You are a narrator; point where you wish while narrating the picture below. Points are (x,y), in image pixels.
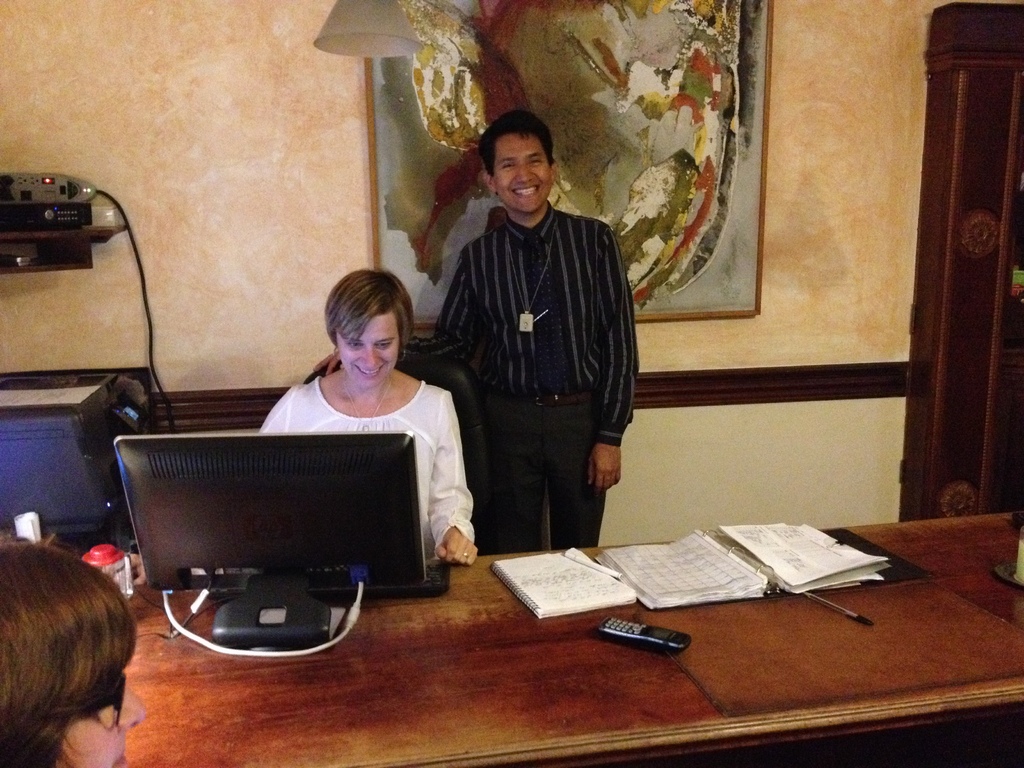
In this image woman (443,448) is sitting on a chair (480,506) in the center (459,486) working on a computer (336,533). On the right side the man (555,360) is standing and is having smile (521,185) on his face (529,207). In the front (510,620) on the table (485,620) there are papers (652,589), phone (630,629). At the bottom left (92,718) there is a face (90,723) of the person (90,711). In the background (251,178) there is a wall (329,132), frame (672,114) attached to the wall (792,147). At the right side (970,179) there is a cupboard (984,217) and the left side (36,185) there are some tools (54,215) and a wire (143,285) attached to it, and a printer (62,440) is there at the left side (91,429).
